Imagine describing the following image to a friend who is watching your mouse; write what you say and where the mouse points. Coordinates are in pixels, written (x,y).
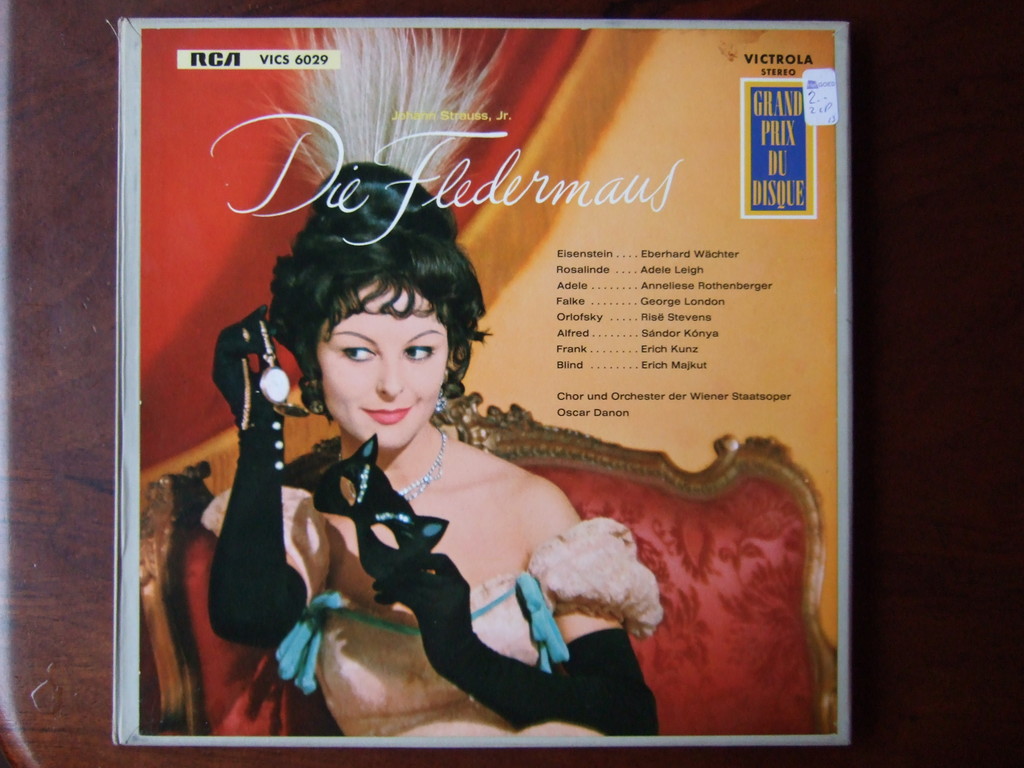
In this picture we can see a poster (584,656) on a surface (66,472) and on this poster (123,651) we can see a woman (350,614) sitting on a chair (761,503) and smiling, mask (372,488), watch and some text (516,177).
